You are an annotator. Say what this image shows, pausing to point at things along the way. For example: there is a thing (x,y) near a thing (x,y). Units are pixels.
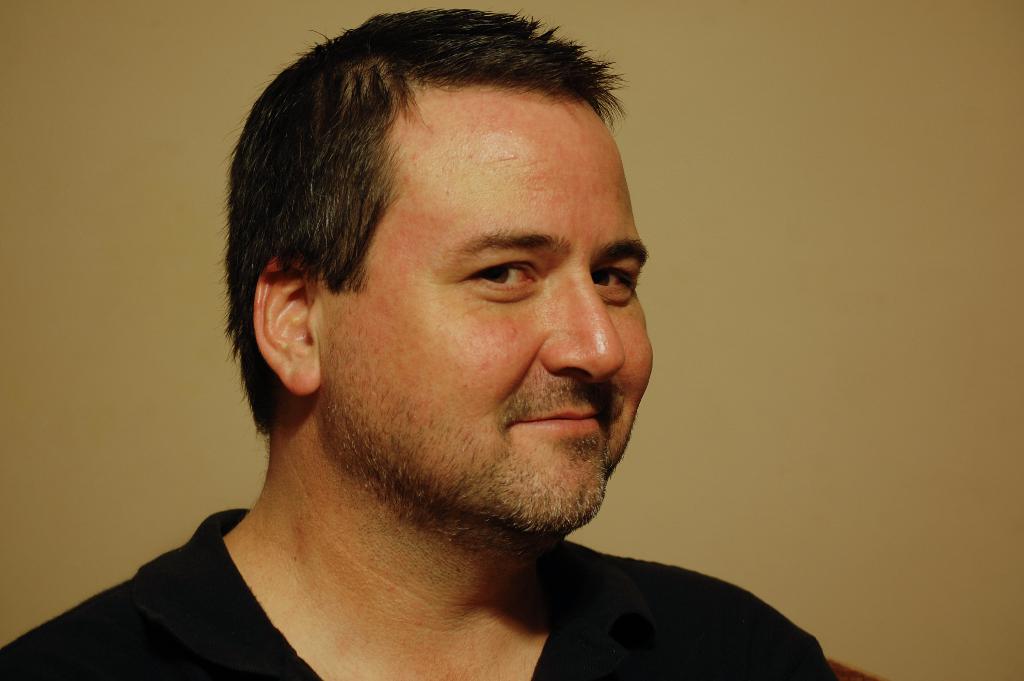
In this image we can see a man (482,629). He is wearing black color T-shirt (206,636). The background (100,508) is light brown in color.
